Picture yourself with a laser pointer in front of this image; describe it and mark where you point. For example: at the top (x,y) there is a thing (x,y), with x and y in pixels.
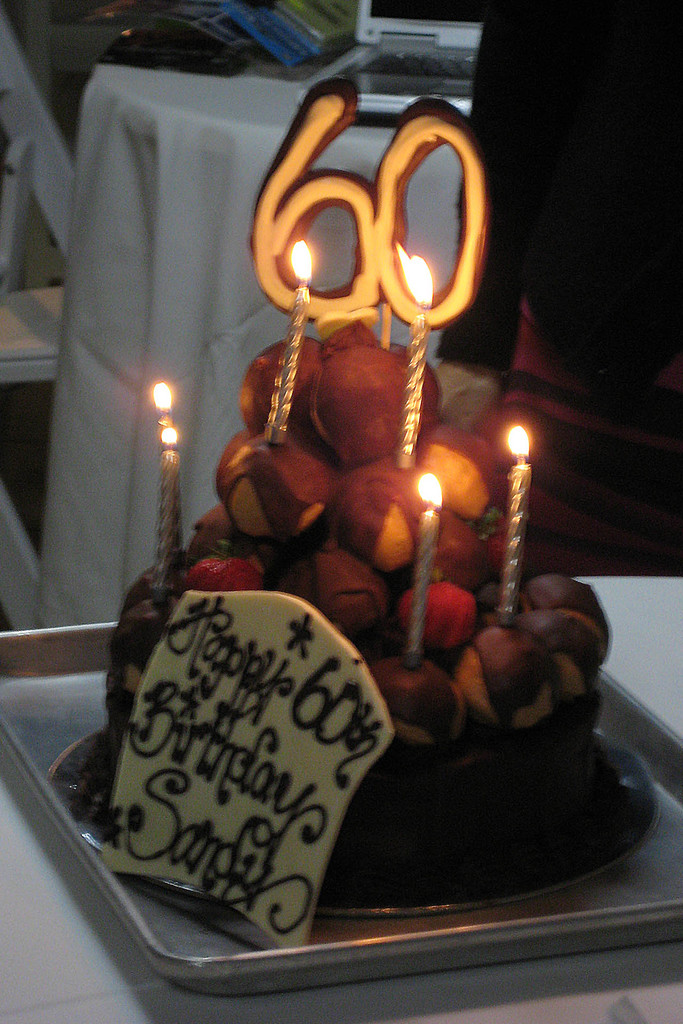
In this image we can see a cake (363,594) on which it is written as 60 there are some lit candles (415,607) and in the background of the image (140,112) there is table (190,308) on which there is laptop (460,91).
